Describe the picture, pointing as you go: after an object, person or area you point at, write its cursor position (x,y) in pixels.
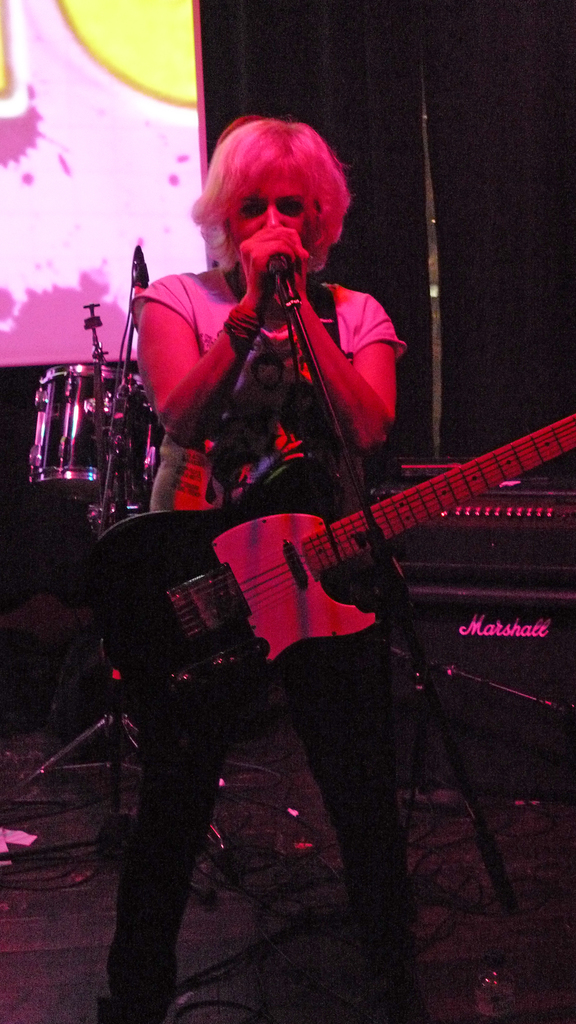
In this picture there is a woman (300,266) standing, holding a mic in her hand (275,238) and across her shoulders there is a guitar (325,542). In the background (70,461), there is a musical instrument (78,453) here.
